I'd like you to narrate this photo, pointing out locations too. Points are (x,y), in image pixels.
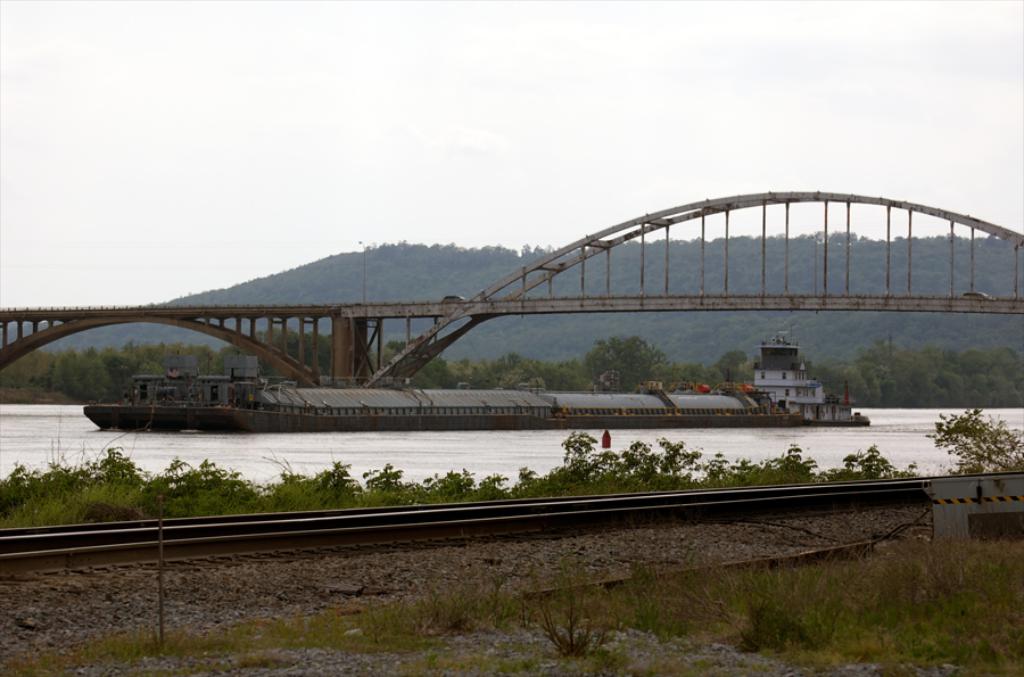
This image is taken outdoors. At the top of the image (219,169) there is the sky (684,114) with clouds (723,120). At the bottom of the image (656,634) there is a ground (356,632) with grass (937,567) on it. In the background (398,250) there are many trees (413,260) and plants (816,342). In the middle of the image (474,318) there is a bridge (341,368) with pillars (332,353) and a railing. There are two boats (172,413) on the river (383,458) and there is a railway track (295,522) and there are a few plants (622,474) on the ground (217,505).
